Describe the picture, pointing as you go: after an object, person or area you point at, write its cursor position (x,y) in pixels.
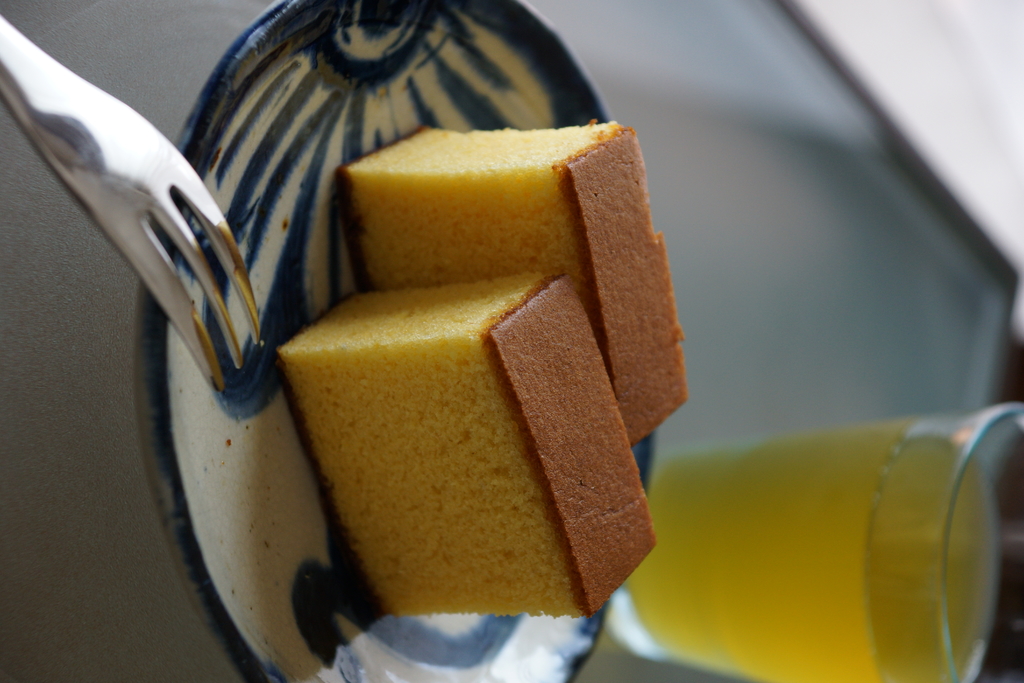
In this picture I can see two cake slices (483,225) on the plate (489,9), there is a fork (196,200) and there is a glass (767,512) with a liquid (716,578) in it, on an object (50,371), and there is blur background (711,112).
